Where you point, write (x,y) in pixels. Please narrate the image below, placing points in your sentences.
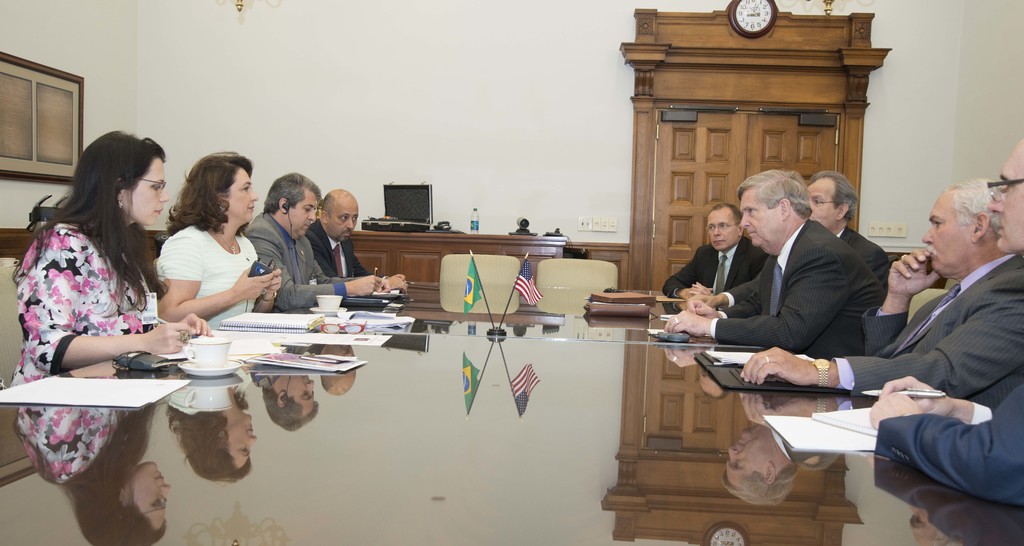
The image is inside the room (393,331). In the image there are group of people (314,288) sitting on chair (2,331) in front of a table (446,369), on table (547,453) we can see a paper (261,335), two flags (518,283), book (277,329), coffee cup (197,363) and a bag (613,308). In middle (633,202) there is a door (745,150) which is closed and clock (763,28) on that door (815,43) on left side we can see a switch board (597,224), water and a suit case (410,227). In background (280,28) we can see a wall (351,109) which is in white color and a photo frame (11,145) to that wall (11,209).
